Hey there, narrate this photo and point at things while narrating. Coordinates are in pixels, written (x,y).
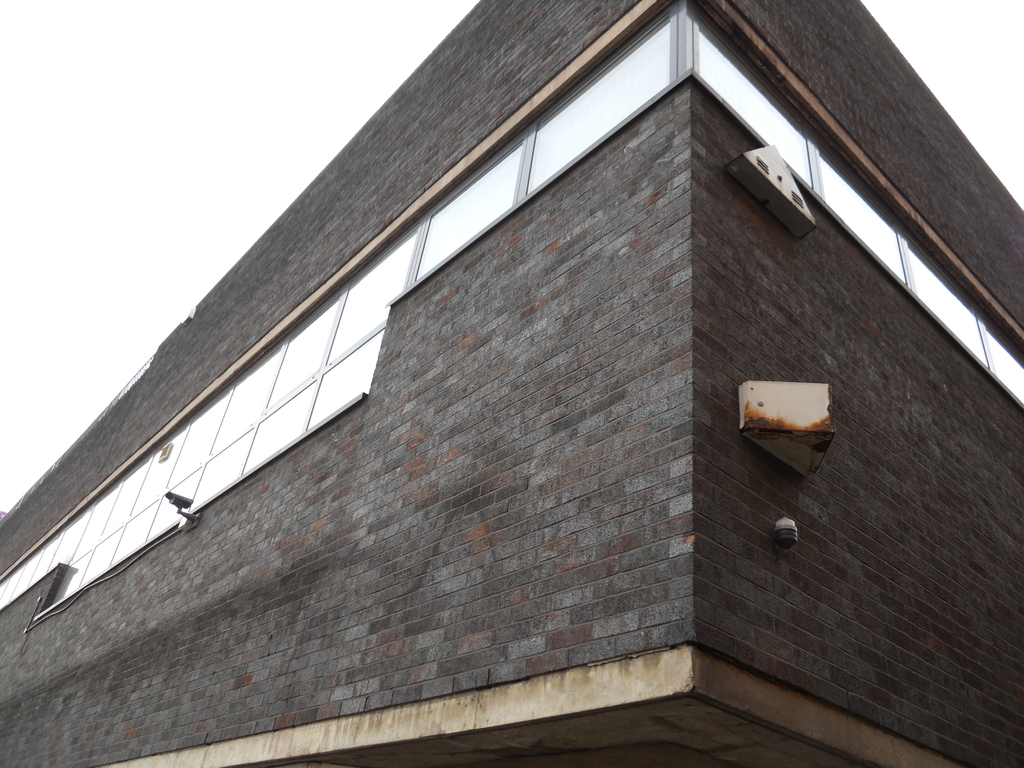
In this picture we can see the building (425,471), and the camera (180,509) is attached to the building (200,507).
